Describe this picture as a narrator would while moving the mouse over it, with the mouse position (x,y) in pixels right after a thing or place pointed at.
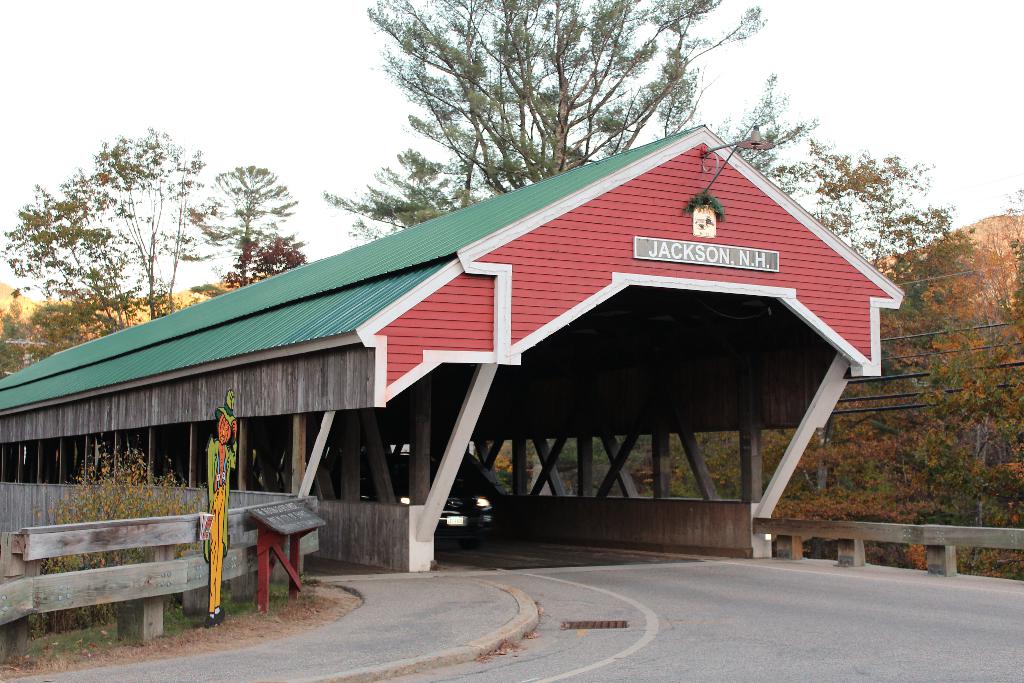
In this picture I can see a shed (342,475), there is a vehicle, there are boards (297,516), fence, there are plants (724,493), trees (736,486), and in the background (253,147) there is the sky (954,80).
